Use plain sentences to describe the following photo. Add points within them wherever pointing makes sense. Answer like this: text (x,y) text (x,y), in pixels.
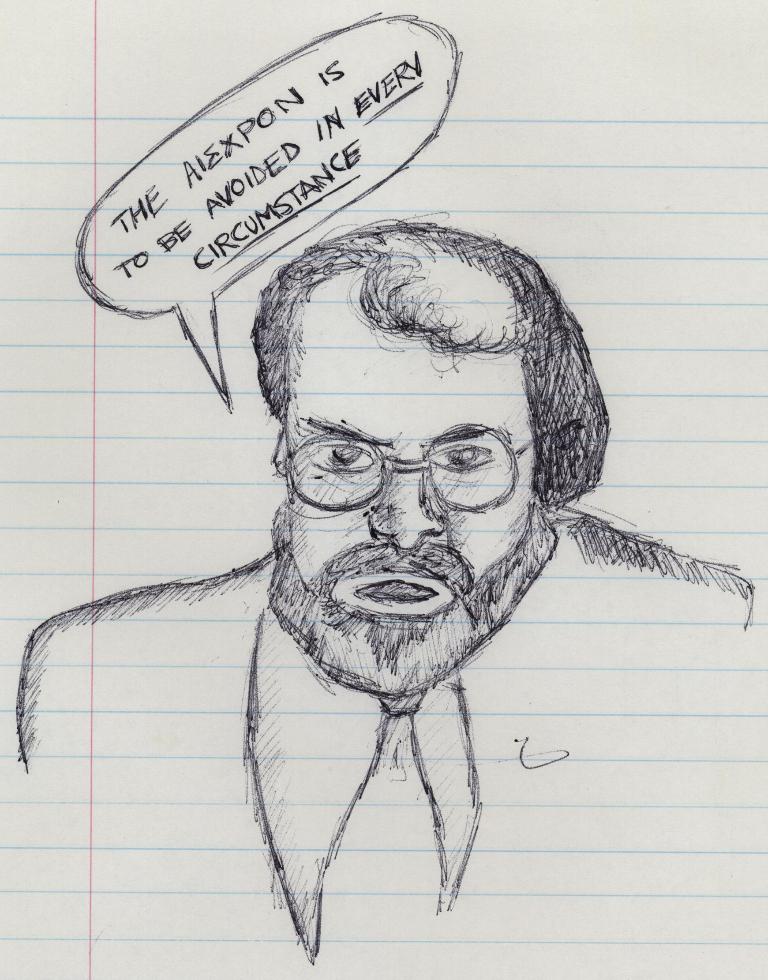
There is a drawing picture (410,546) of a person (348,565) on the paper (318,394) in the middle of this image (428,480), and there is some text (248,177) written at the top of this image (248,177).
